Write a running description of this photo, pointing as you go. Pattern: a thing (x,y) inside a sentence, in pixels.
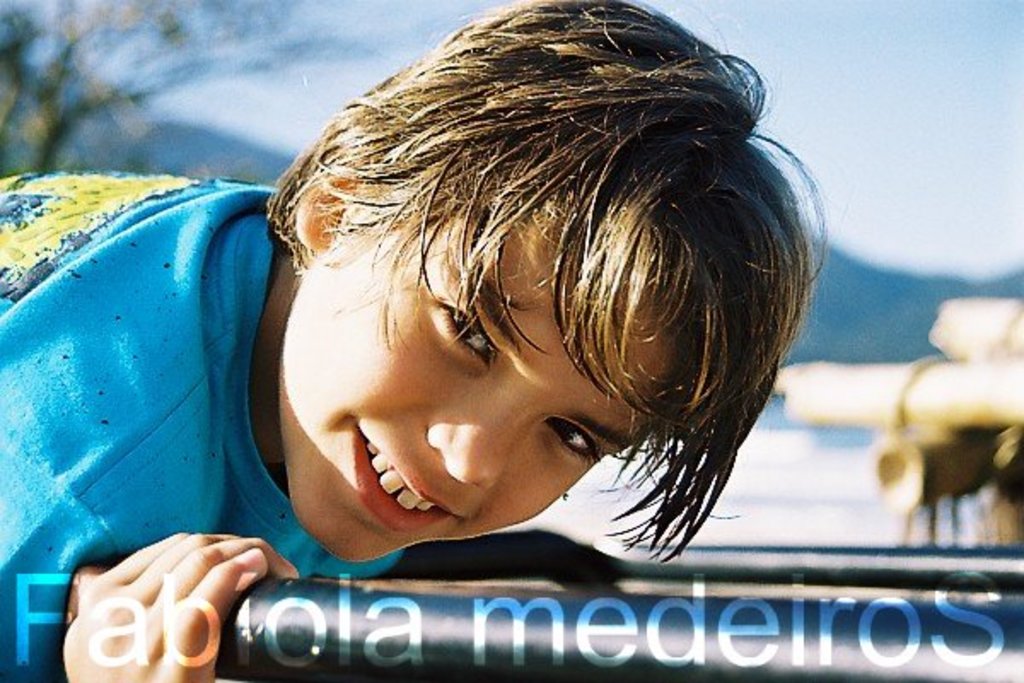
We can see a boy (677,460) is holding an object (448,578). In the background (25,144) there is a tree (39,142) on the left side (81,138), mountains (873,280), objects (867,391) on the right side (885,365) and sky (773,59).
